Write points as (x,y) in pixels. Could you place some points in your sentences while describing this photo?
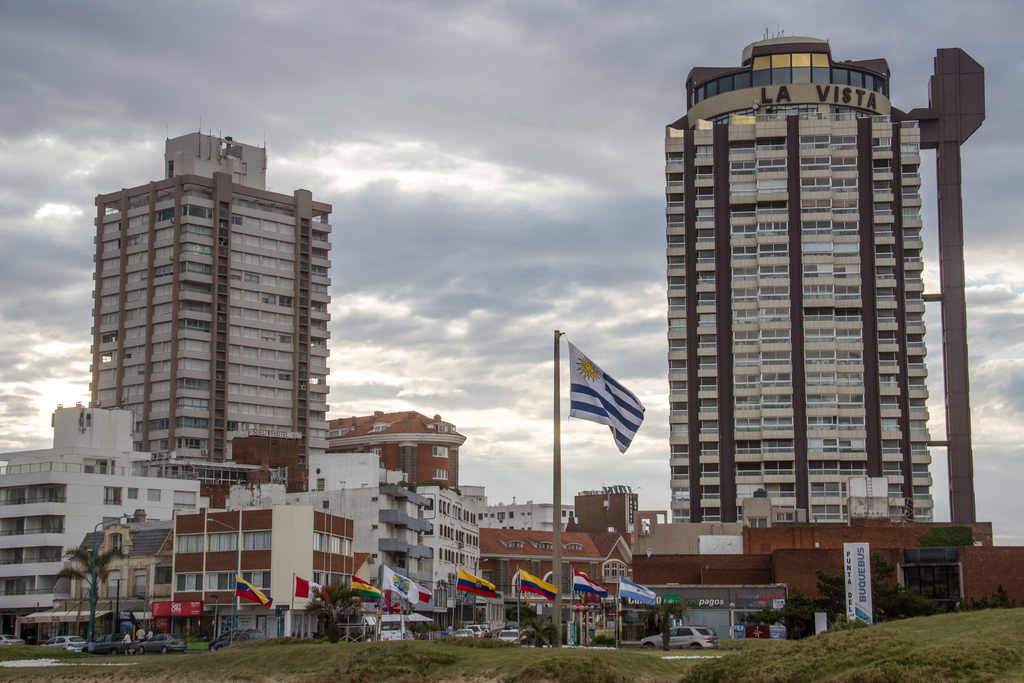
In this image, there are some buildings (243,405), there are some homes (324,556), there are some flags (410,593) on the ground (169,678), there are some cars (698,644) on the road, at the top (494,190) there is a sky (235,89) which is cloudy.
